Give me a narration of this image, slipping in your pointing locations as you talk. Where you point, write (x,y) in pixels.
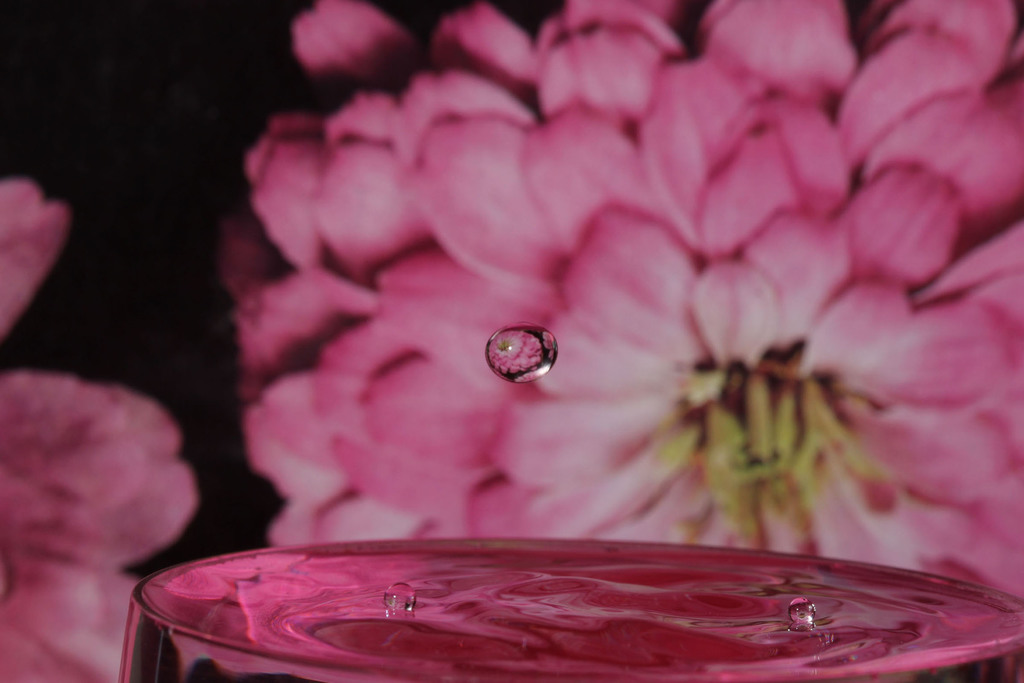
In the foreground of this picture (144,637) there is an object (470,673) containing water (525,594). In the center (522,352) we can see the droplet of water (525,352) in the air (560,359). In the background (357,286) we can see the flowers (124,459) and the background of the image (153,338) is dark.
